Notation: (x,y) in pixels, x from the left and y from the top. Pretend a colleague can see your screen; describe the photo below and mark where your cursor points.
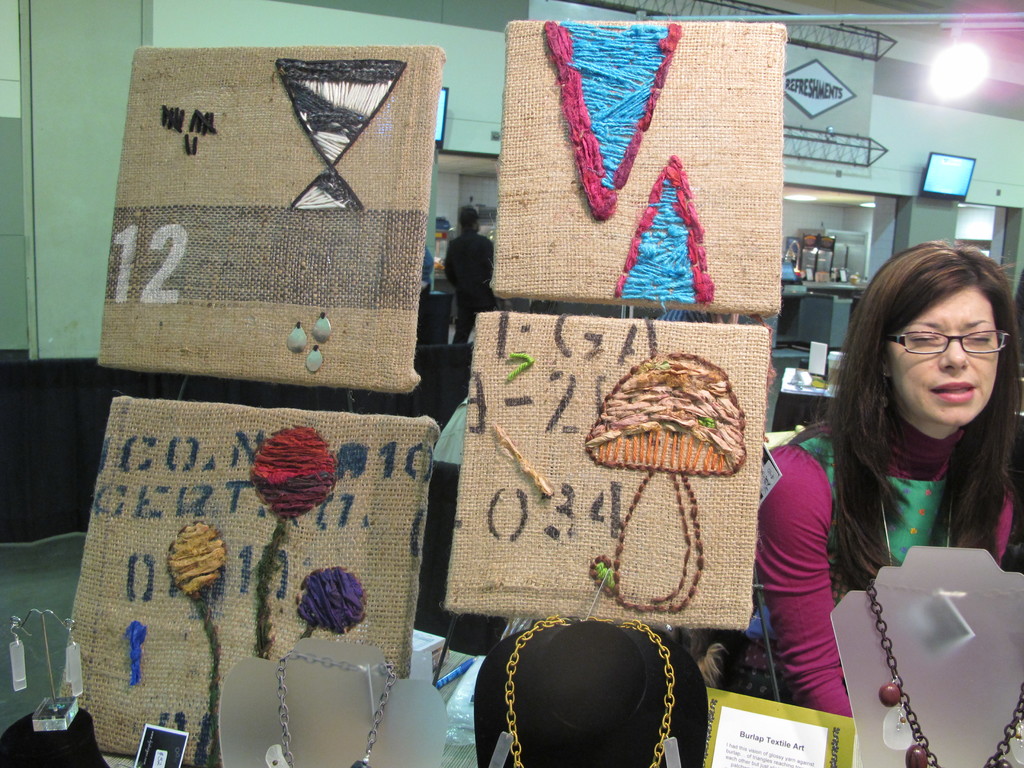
In the center of the image (362,341) we can see some objects (404,431) placed on the table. On the right side of the image (823,597) we can see woman (893,500) and a necklace (890,665). In the background (891,144) there is a wall (475,84), television (943,197), objects (816,257) placed in a rack (797,262) and persons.
